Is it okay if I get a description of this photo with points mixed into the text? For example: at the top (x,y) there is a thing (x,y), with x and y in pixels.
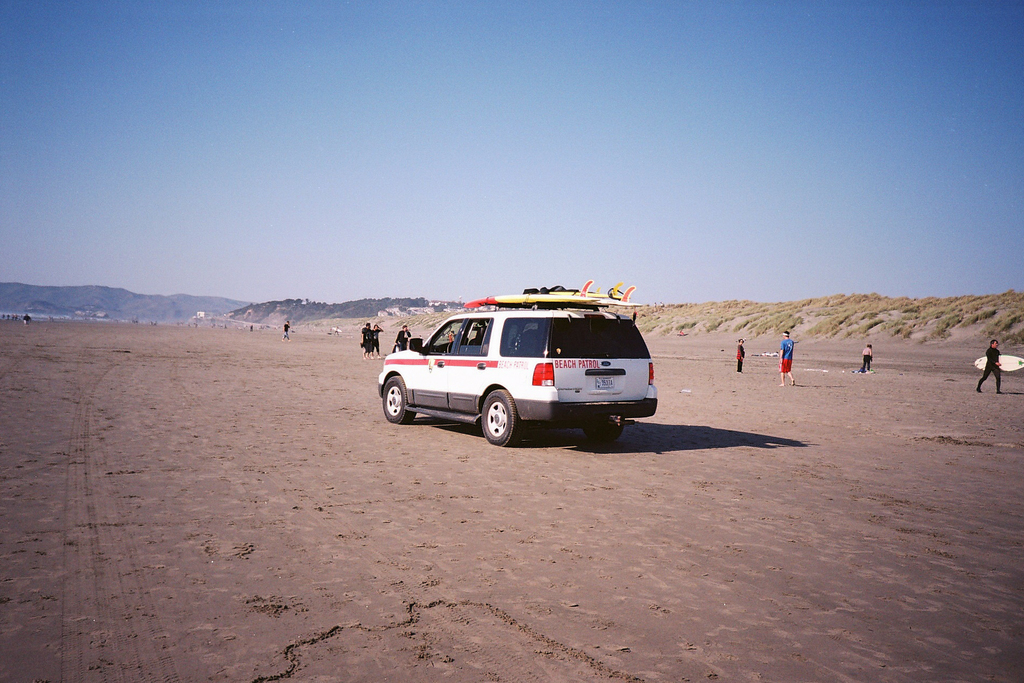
In this picture we can see a vehicle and people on the ground (748,513), one person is holding a surfboard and in the background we can see mountains (901,317), sky (898,9).
